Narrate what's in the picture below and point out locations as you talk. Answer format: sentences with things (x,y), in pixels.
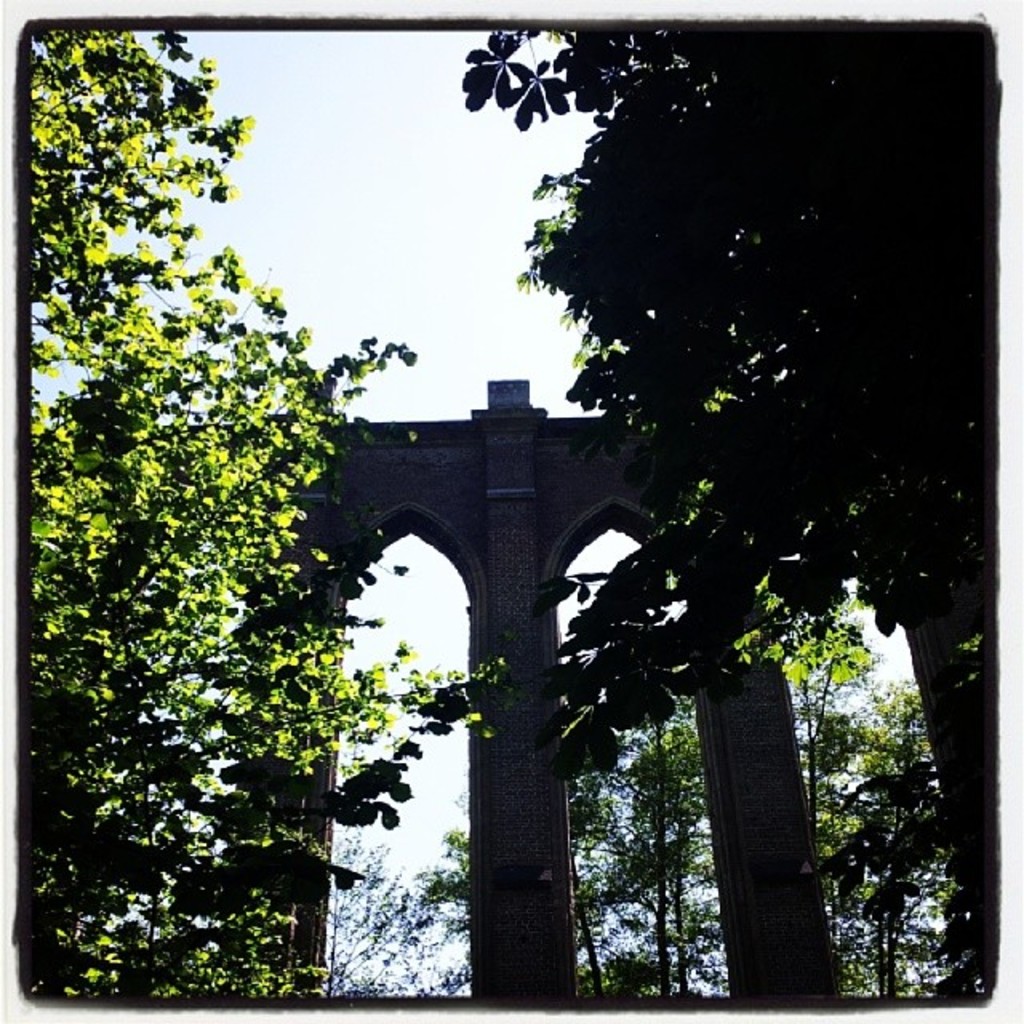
In the image we can see there is an arch (519,524) and there are trees (832,502). There is a clear sky (511,259).
